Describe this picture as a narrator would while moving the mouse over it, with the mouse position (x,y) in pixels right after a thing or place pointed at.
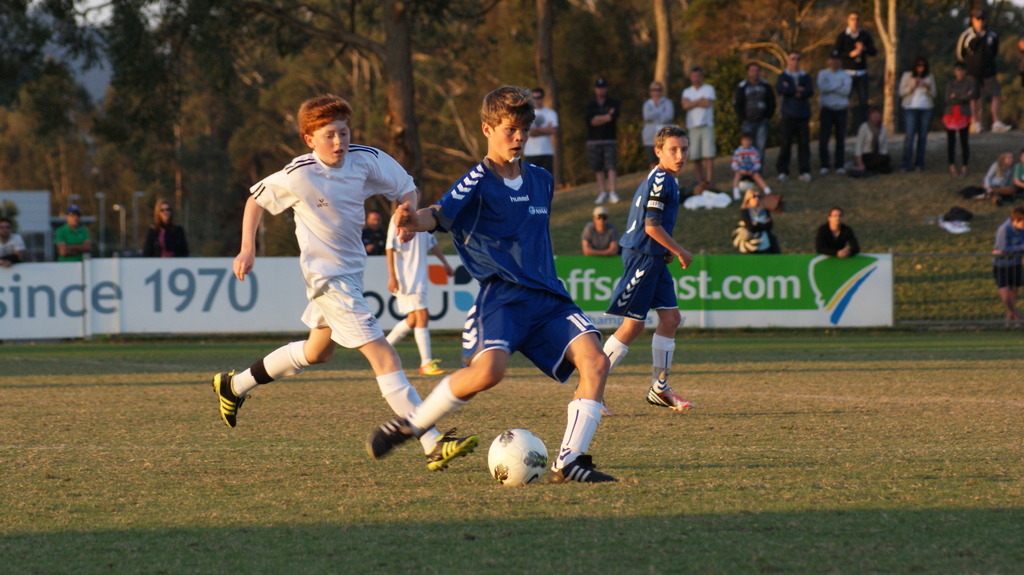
In the foreground of the image (326,359), there are three boys (574,473) playing a football (519,476) in the ground (516,395). In the left middle of the image (7,226), there are three persons (6,224) standing and watching the game. In the middle (606,216) and topmost right of the image (974,41), there are group of people (1011,217) standing. In the background of the image (899,124), on the both sides there are trees (402,140) visible. In the left top of the image (87,20), sky (99,2) is visible which is white in color. The pitch (277,534) is covered with grass (75,374). The picture is taken during day time.
